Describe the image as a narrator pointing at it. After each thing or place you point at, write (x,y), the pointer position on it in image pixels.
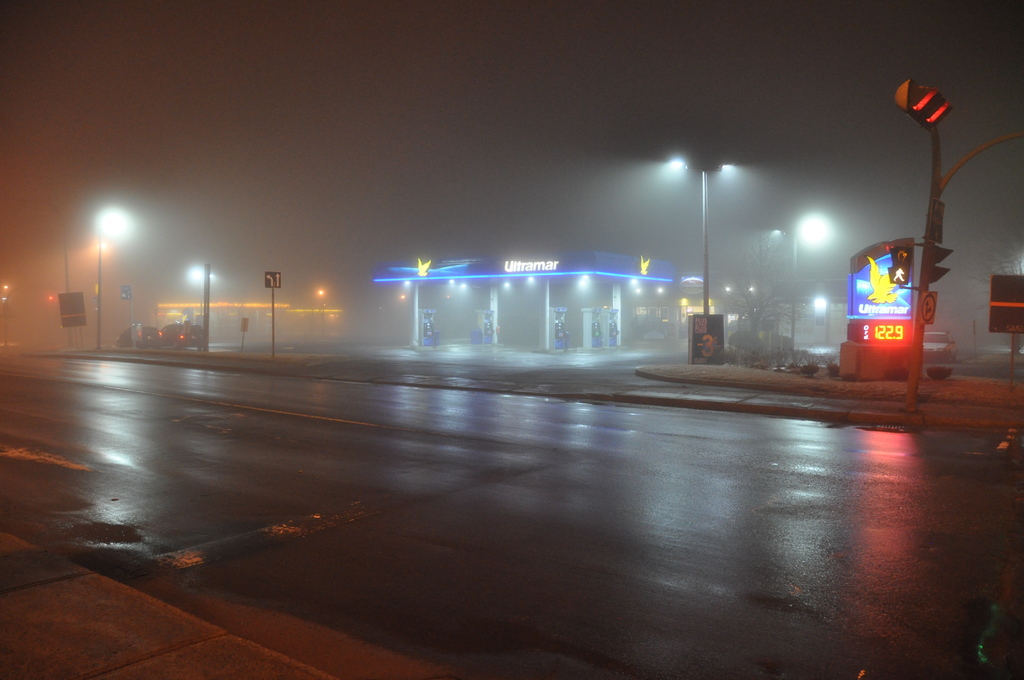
In this image, there is a fuel station (484,313) in between street poles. There is a signal pole (911,389) beside the road (879,474). There is a sky (444,37) at the top of the image (334,93).
